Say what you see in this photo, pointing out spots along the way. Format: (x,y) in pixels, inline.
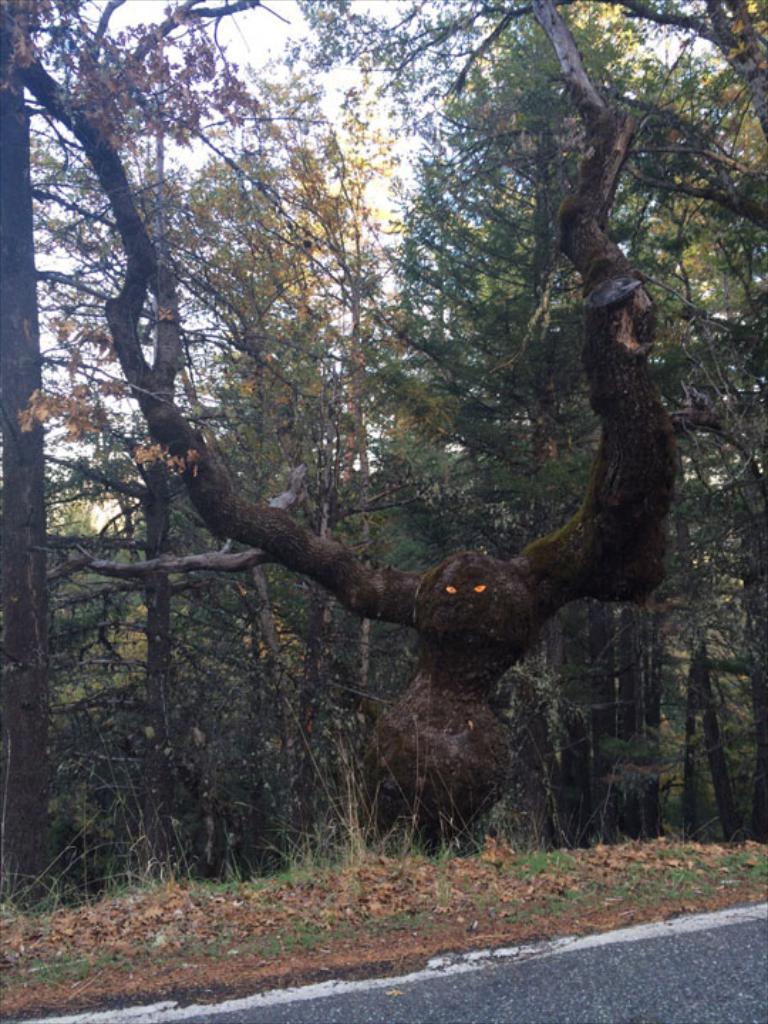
There is a road (526,964). Near to that there is grass (451,861). In the back (281,405) there are trees (280,208) and sky (242,38).
